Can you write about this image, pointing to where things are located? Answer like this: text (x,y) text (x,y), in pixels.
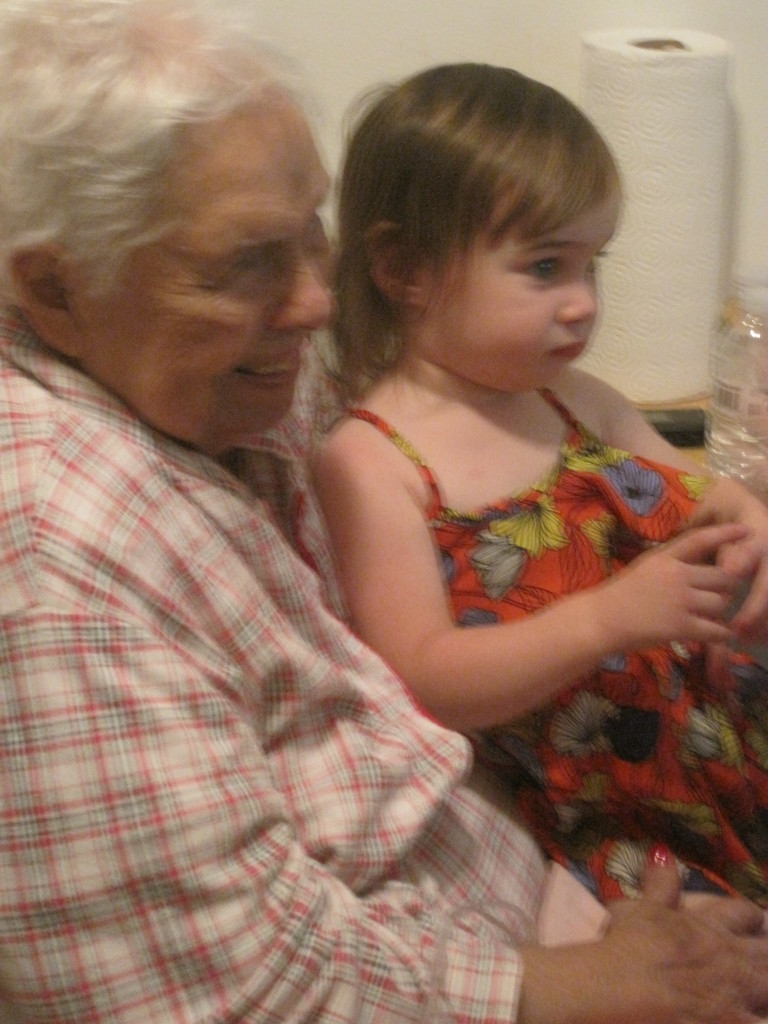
In this image there is a girl (563,376) sitting, there is a woman (144,608) sitting towards the left of the image (236,893), there is an object (682,443) that looks like a table (699,450), there is an object (672,428) on the table (684,408), there is a water bottle (745,345) on the table (674,403), there is a tissue paper (685,308), at the background of the image (356,40) there is a wall (404,33).
